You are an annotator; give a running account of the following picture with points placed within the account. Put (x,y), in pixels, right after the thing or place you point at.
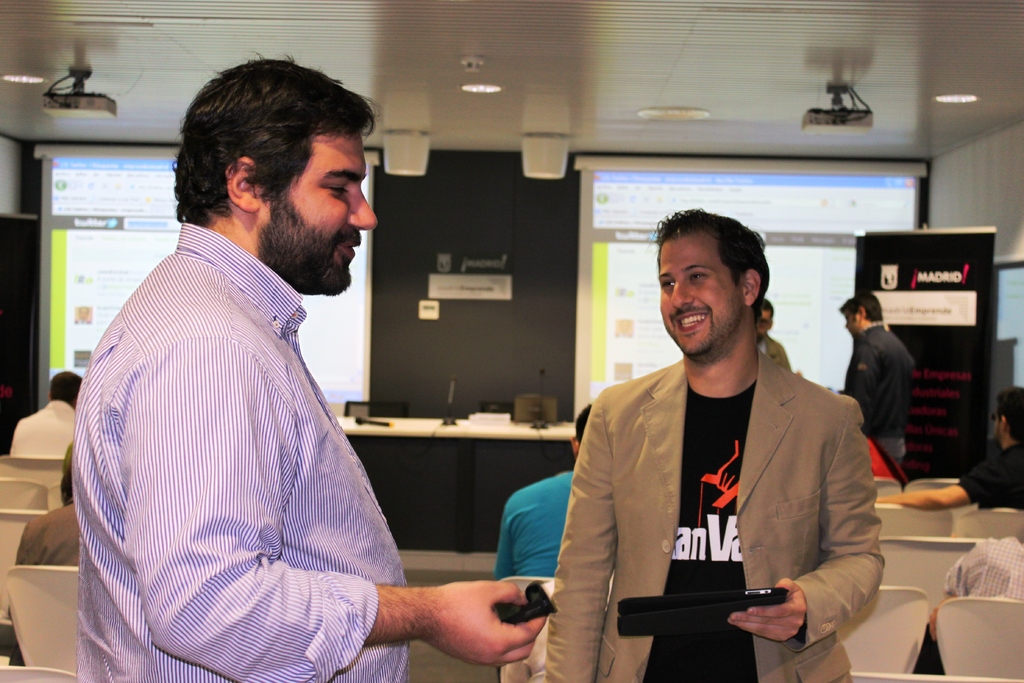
In this image we can see there are persons (144,453) standing and holding an object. And few persons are sitting on the chair (949,531). And there is a table (522,447), on the table (468,427) there are few objects (525,419). And at the back (97,271) there is a screen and a banner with text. At the top (860,102) there is a ceiling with lights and projector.
